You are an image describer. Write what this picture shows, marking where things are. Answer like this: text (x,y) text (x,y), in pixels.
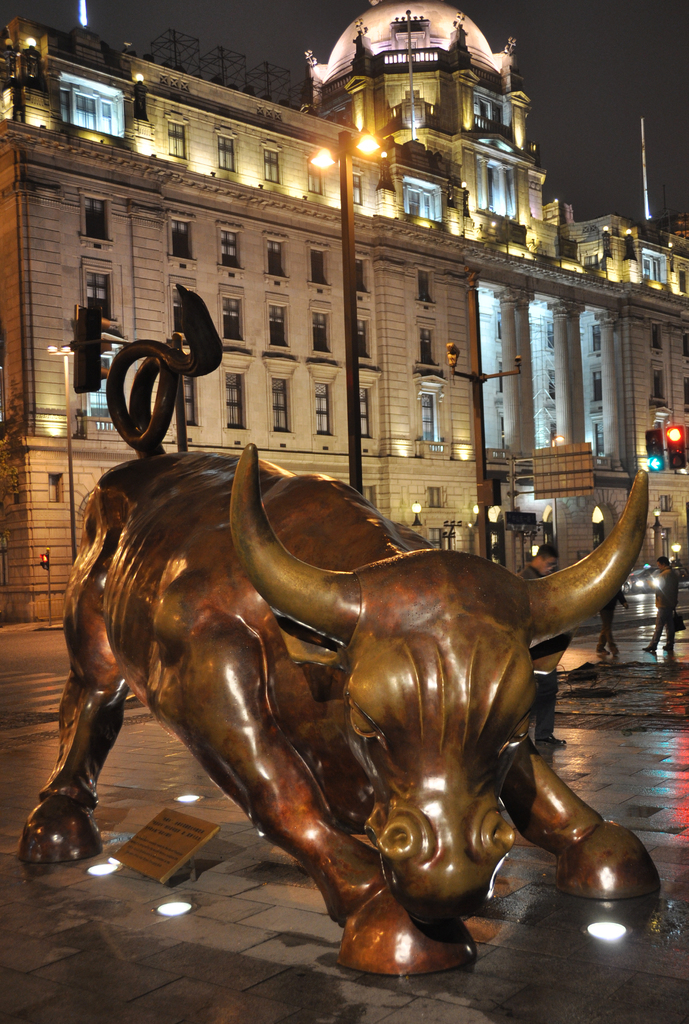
In the center of the image (381,610) there is a depiction (462,826) of a bull (342,617). In the background of the image (387,206) there is a building (223,288) with windows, light poles (347,244). At the top of the image (569,99) there is sky (541,67). To the right side of the image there are people (611,618) standing.
